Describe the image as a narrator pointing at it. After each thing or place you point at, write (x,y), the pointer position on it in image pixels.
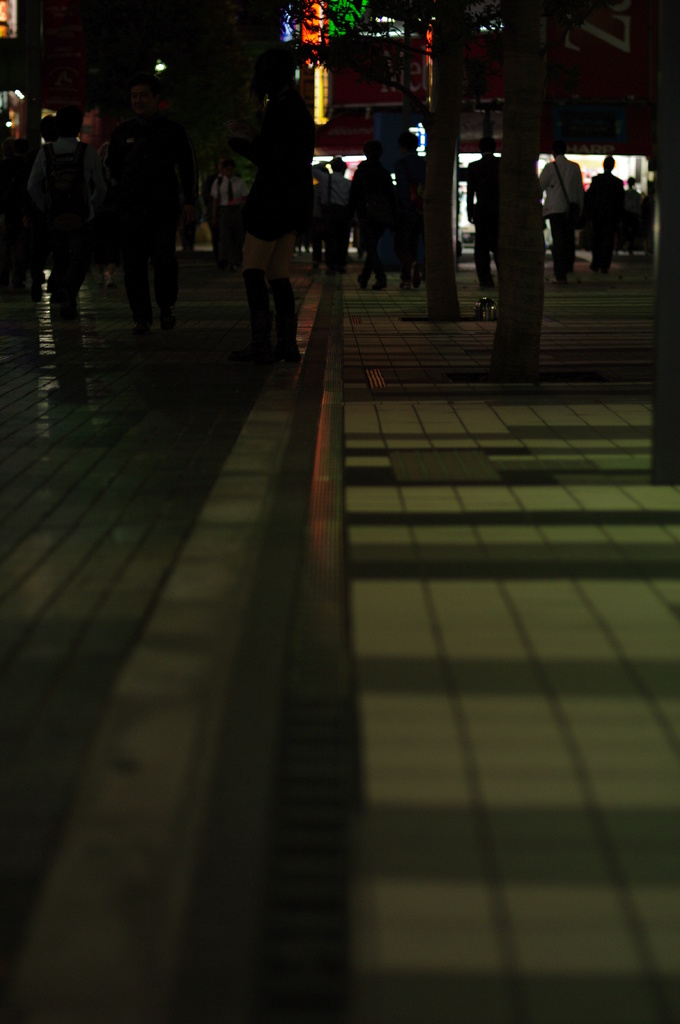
At the top of the image (170,223), we can see a group of people (608,247), tree trunks (521,233), lights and banners (573,118). At the bottom of the image (312,705), we can see the walkway (372,621).
